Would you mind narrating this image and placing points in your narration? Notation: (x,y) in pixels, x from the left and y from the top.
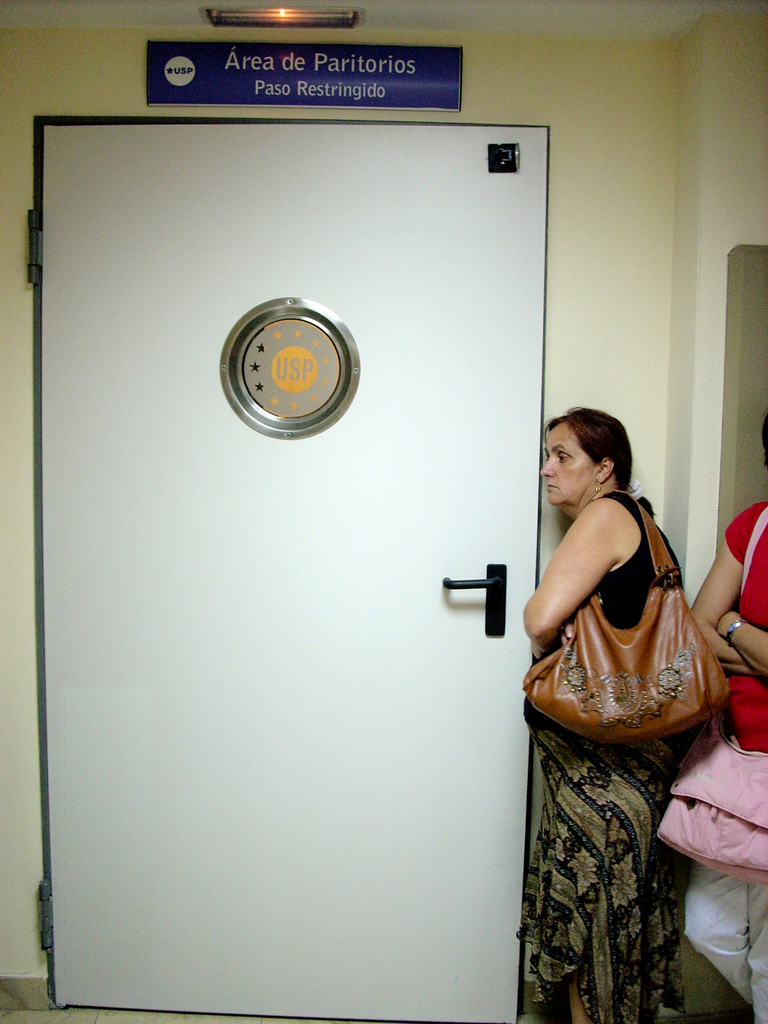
In this image on the right side (612,856) there are two women (626,570) standing and they are holding handbags (660,732) and in the middle of the image (399,642) there is one door (221,344) and on the top of the right corner (629,84) there is one wall (623,118) and in the middle of the image (272,363) there is one name plate (246,74) and on the top of the image (250,16) there is one light (268,12).
